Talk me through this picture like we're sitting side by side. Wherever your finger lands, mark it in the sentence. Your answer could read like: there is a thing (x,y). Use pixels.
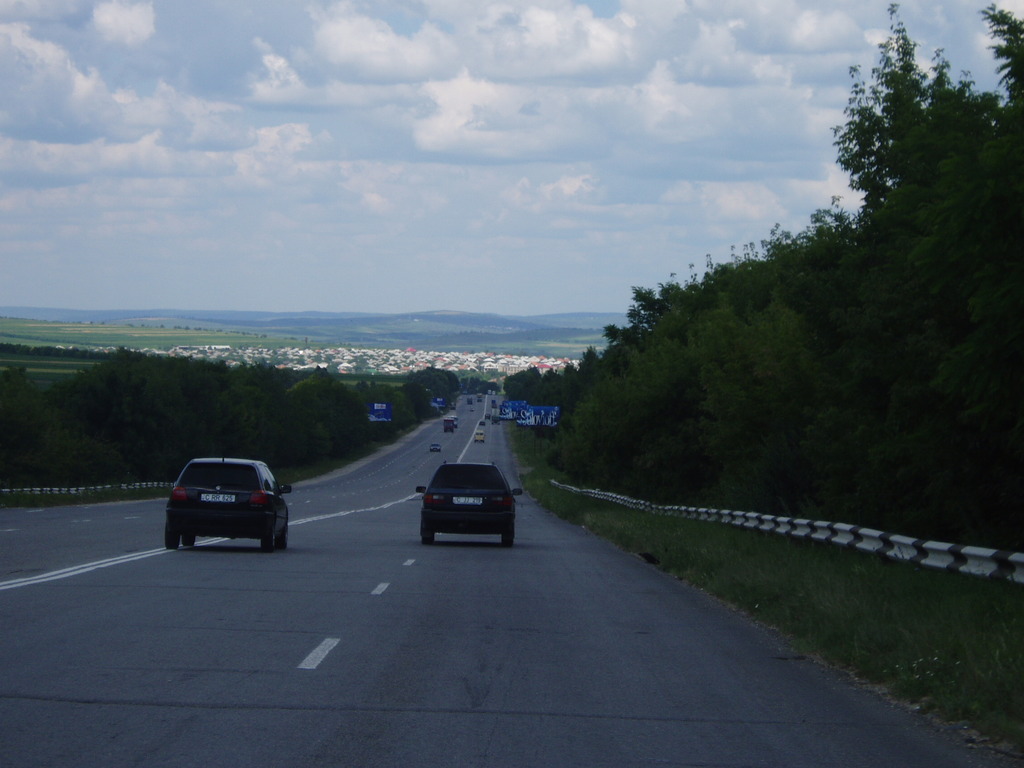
In this image I can see the road (444,651), few vehicles (443,517) on the road (390,466), few trees (249,446) on both sides of the road (337,613), the railing (740,526) and in the background (416,357) I can see few buildings (416,357) and the sky (417,186).
